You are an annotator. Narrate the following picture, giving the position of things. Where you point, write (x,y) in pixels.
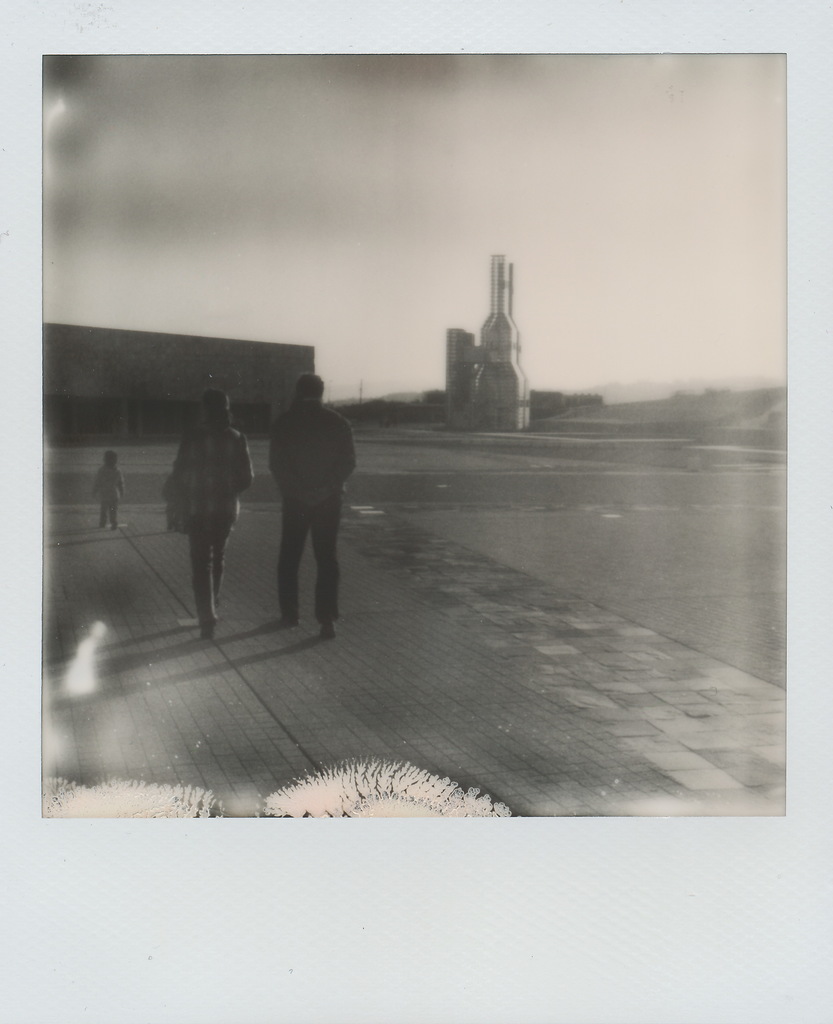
This picture is an edited picture. In this image there are three persons (305,476) walking on the footpath (447,683). At the back (253,375) there is a building (187,369) and there is a tower (508,391) and there are trees (777,395). At the top (390,195) there is sky (481,178). At the bottom (286,770) there is a road (663,605).
